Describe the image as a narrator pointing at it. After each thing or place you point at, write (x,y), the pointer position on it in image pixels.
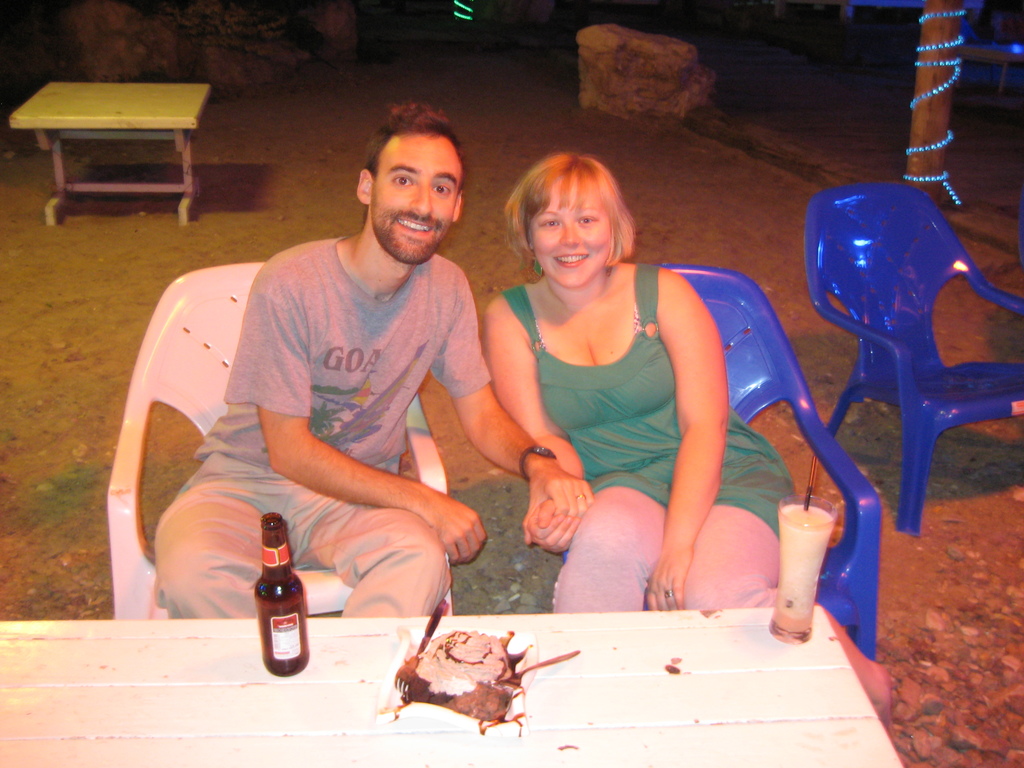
A couple (343,442) are posing to camera sitting in chairs (317,597) at a table (338,640) with a bottle (292,649), a plate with food (449,685) and a glass (797,528) on it.
